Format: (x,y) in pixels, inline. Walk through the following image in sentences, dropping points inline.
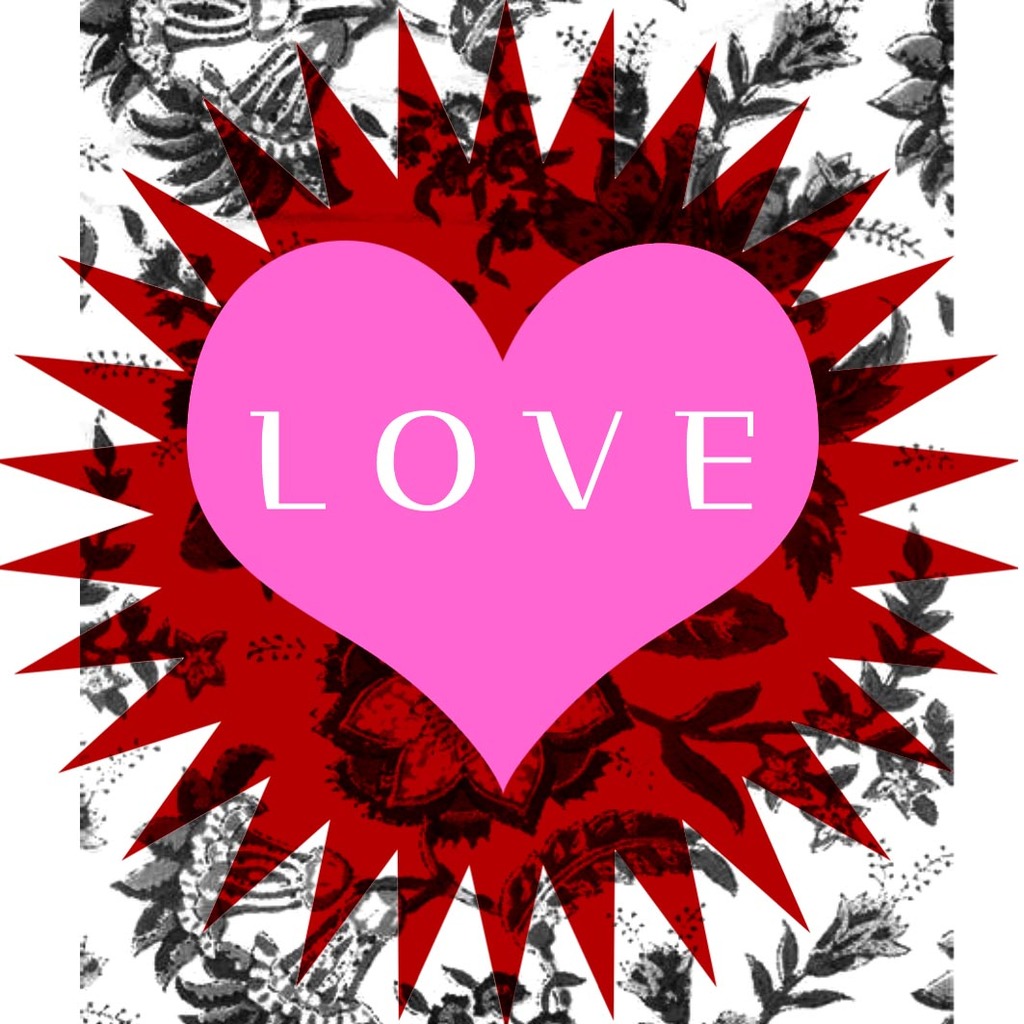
In this image we can see a poster (568,545) with some designs (467,308). Also something is written in the image.
